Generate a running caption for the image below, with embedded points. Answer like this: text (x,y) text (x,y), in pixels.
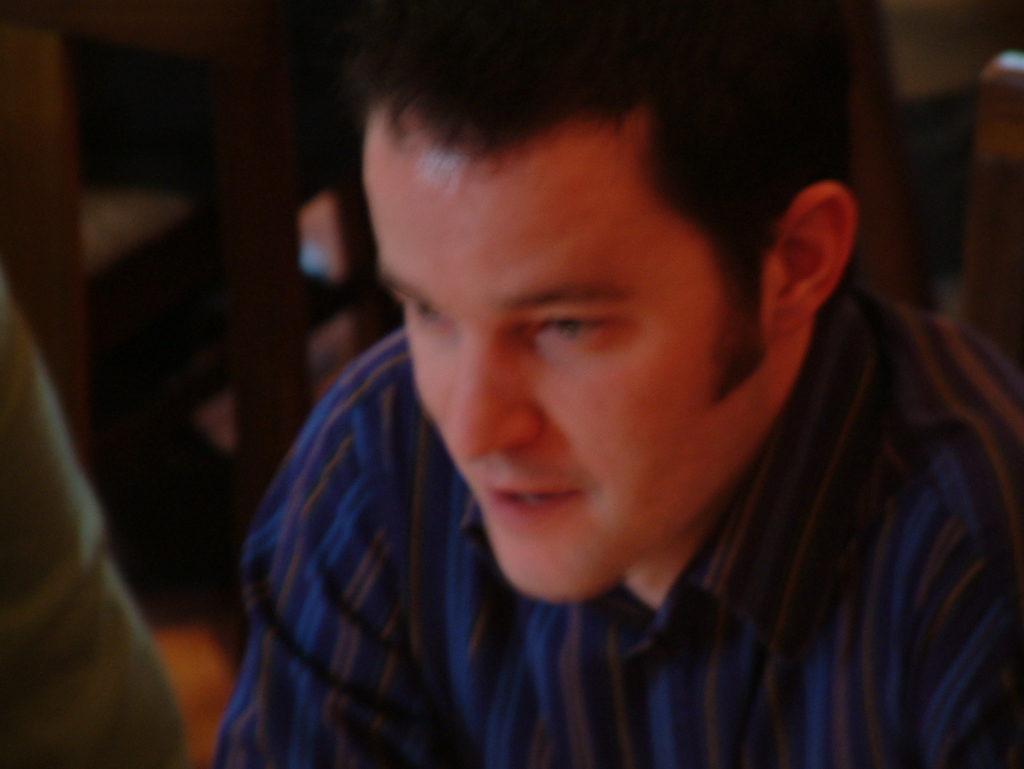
This picture seems to be clicked inside the room (901,88). In the foreground (747,541) we can see a man (462,644) wearing a shirt (978,522) and in the background (906,222) we can see some other items (1001,245).
